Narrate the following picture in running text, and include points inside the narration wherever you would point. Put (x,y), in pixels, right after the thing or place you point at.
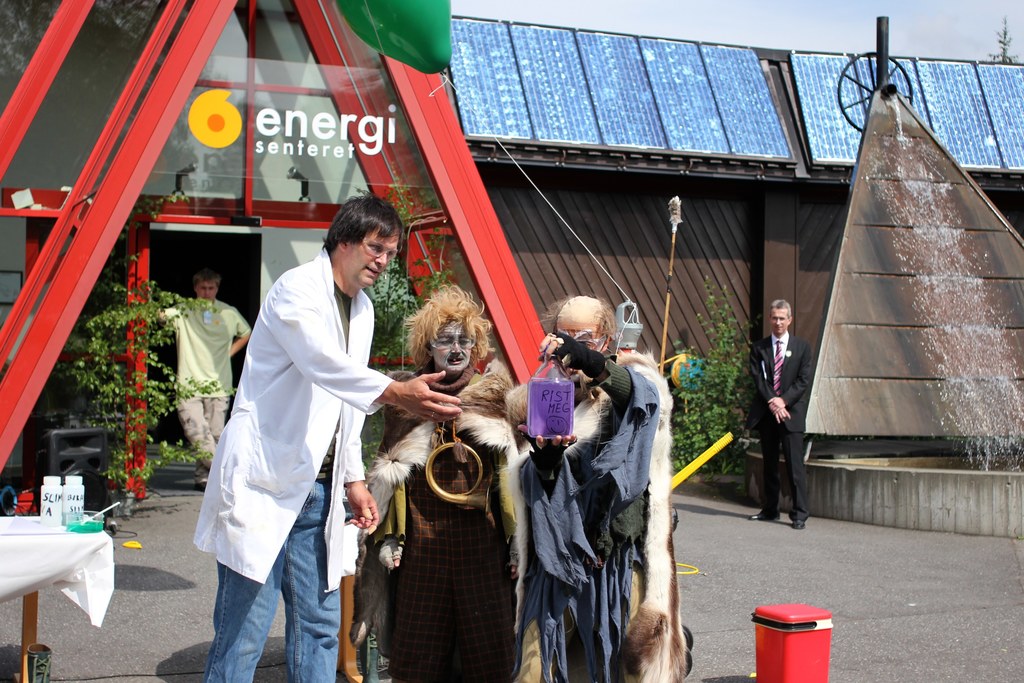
This picture might be taken outside of the building (192,188) and it is very sunny. In this image, in the middle (346,231), we can see three persons (554,568). on the right side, we can also see a man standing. On the left side (80,583) corner there is a table (74,571), on that table (65,558), we can see two bottles (53,511) and a cup (72,527). In the background (123,272), there is a building (399,176), trees (94,368), plants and a man (217,330) is standing on the road (1000,582). On top (816,22) there is a sky (825,32), at the bottom (997,571) there is a road (749,603) and a dustbin (771,615).
